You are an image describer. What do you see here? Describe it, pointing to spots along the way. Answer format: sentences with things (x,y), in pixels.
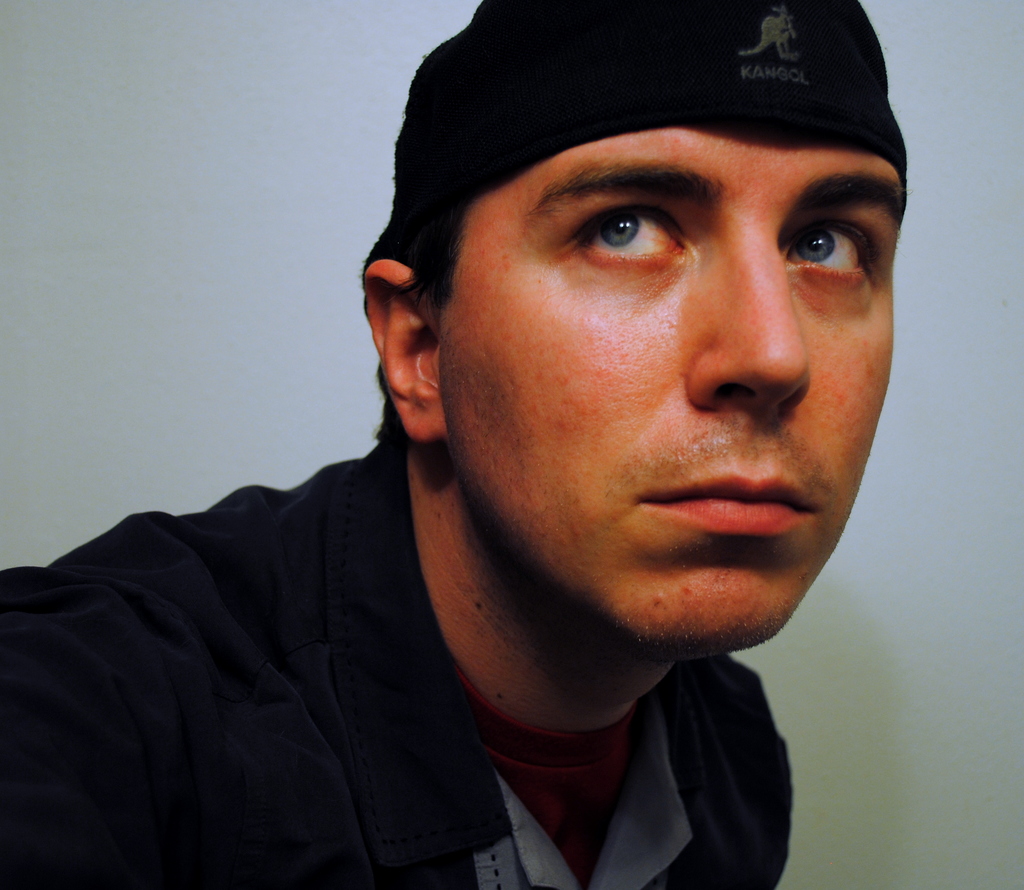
In the picture we can see a man (792,582) looking outside and he is wearing a black shirt (150,795) with black cap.
